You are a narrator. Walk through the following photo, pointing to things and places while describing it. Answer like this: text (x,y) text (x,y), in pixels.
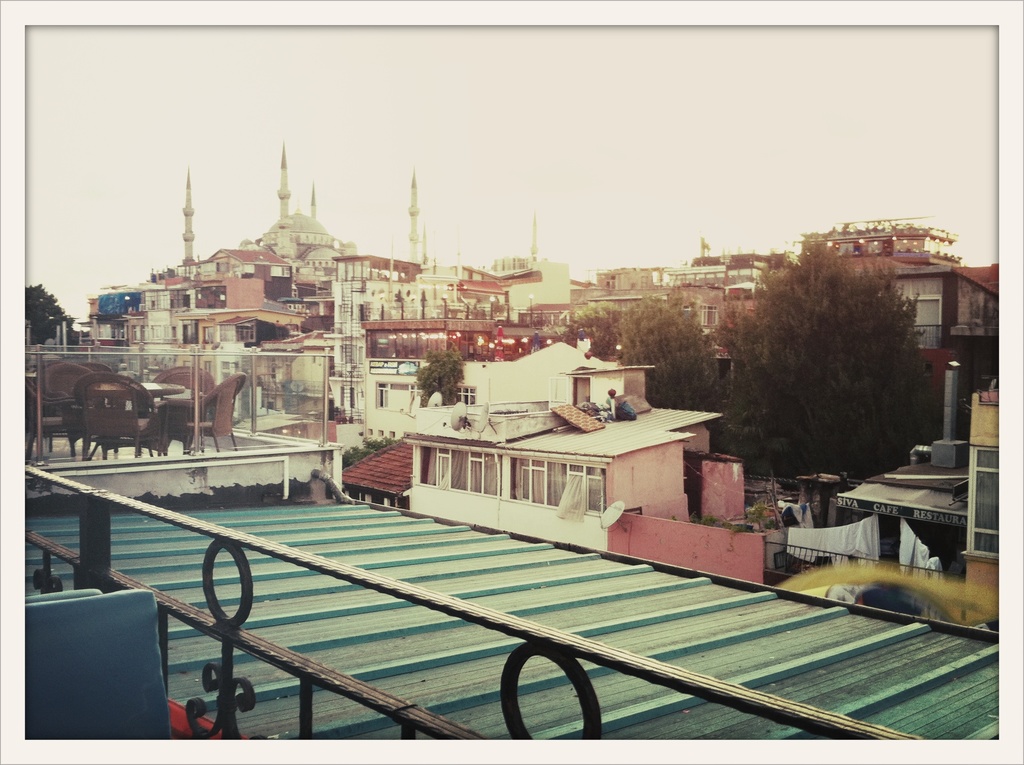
In this image I can see the railing (243,629), few chairs (169,403), a table (179,395), the roof (539,603) of the building (530,612), few trees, few buildings (647,457) and in the background (517,160) I can see the sky (566,118).
